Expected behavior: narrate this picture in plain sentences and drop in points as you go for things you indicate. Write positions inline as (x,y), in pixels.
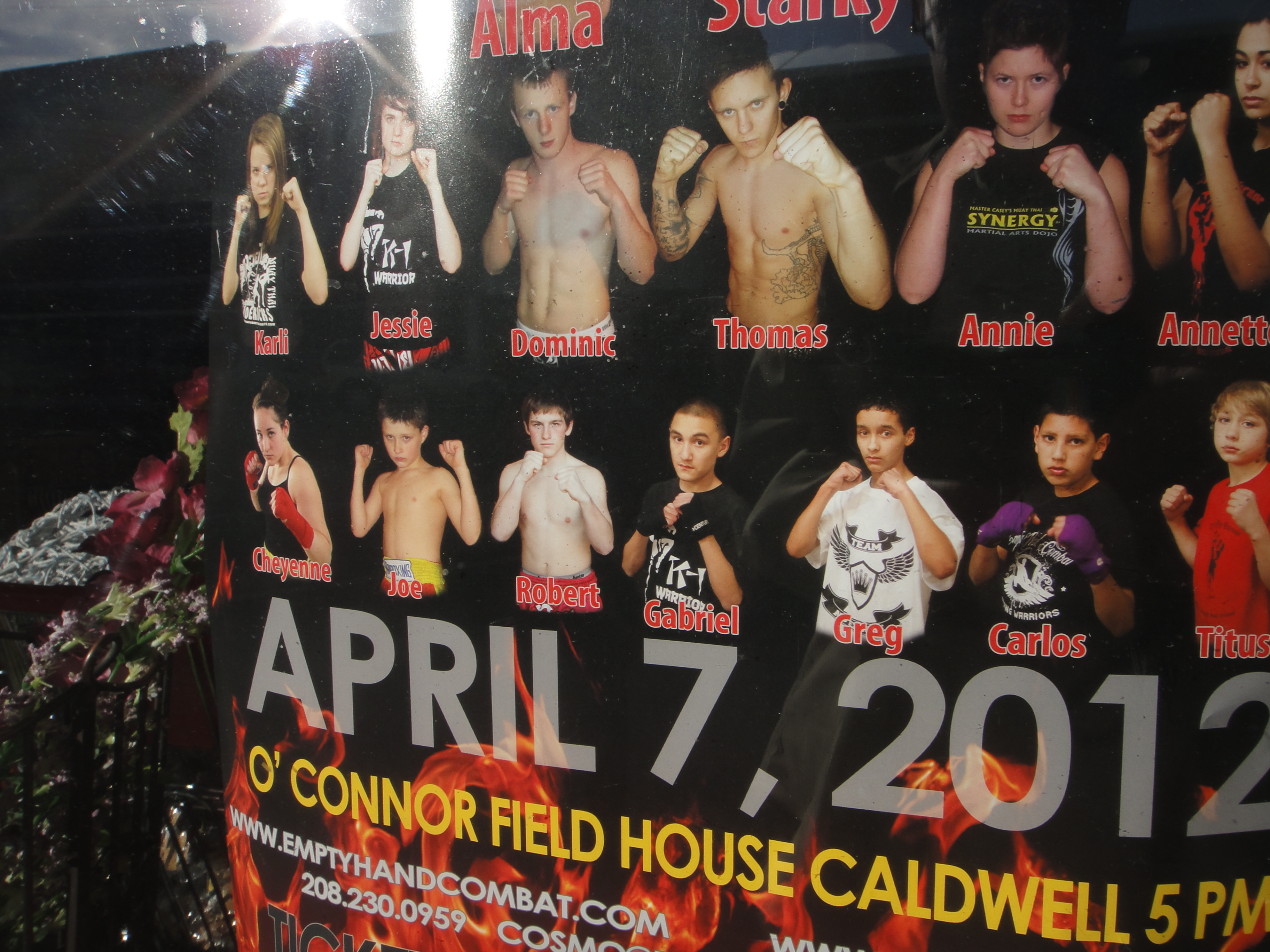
In this picture I can see a poster (518,633) with some text (446,706) and I can see pictures (564,492) of few people (683,436) and I can see a plant (108,580) on the side and I can see light (374,52) on the poster (310,131).
